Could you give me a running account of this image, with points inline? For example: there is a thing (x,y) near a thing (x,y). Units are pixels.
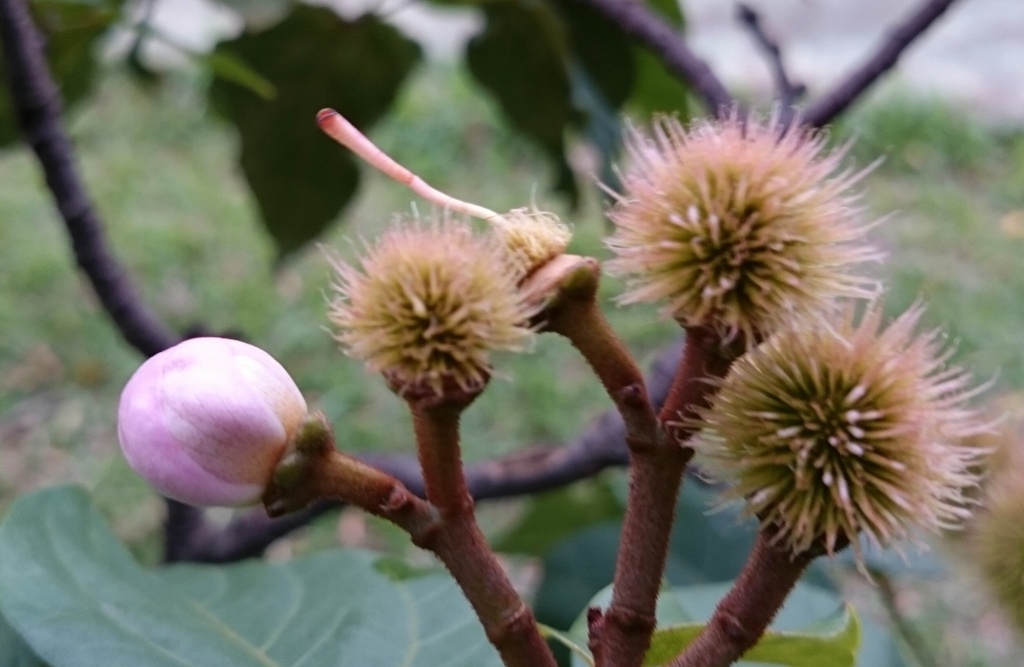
In this image there are flowers (244,376) and plants (898,406), behind the plant (770,260) there are leaves (483,50).
